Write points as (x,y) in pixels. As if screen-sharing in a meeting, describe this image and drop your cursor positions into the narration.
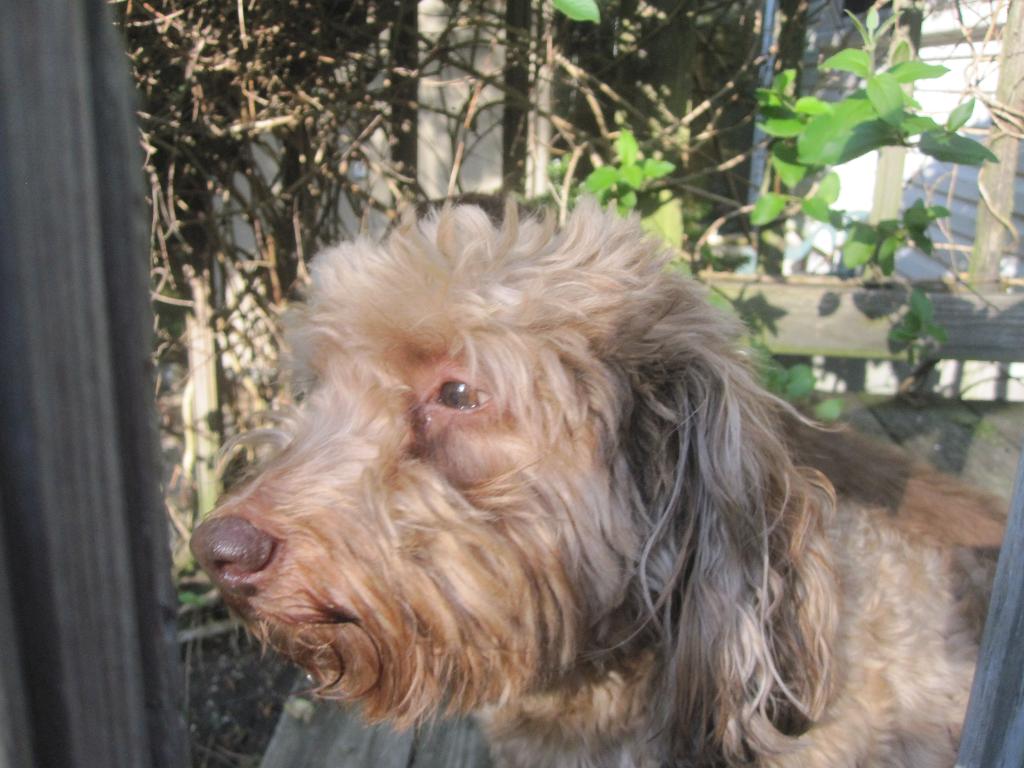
In this picture we can see a dog (403,504). Behind the dog (487,413), there are trees (820,195) and those are looking like the walls (876,372) and the wooden fence (874,322).
